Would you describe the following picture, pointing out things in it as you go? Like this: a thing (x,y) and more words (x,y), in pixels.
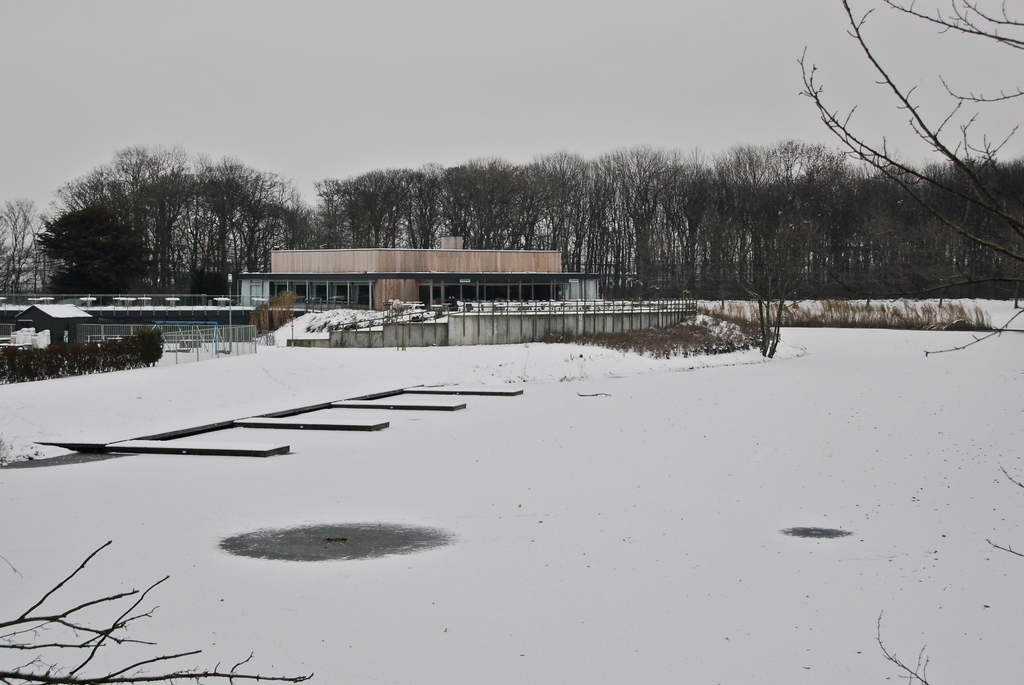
This picture is clicked outside the city. In the foreground (825,439) we can the snow (264,468). In the center (566,310) we can see the buildings (29,313), metal rods (171,334). In the background (7,41) there is a sky (455,115) and the trees (449,199).
